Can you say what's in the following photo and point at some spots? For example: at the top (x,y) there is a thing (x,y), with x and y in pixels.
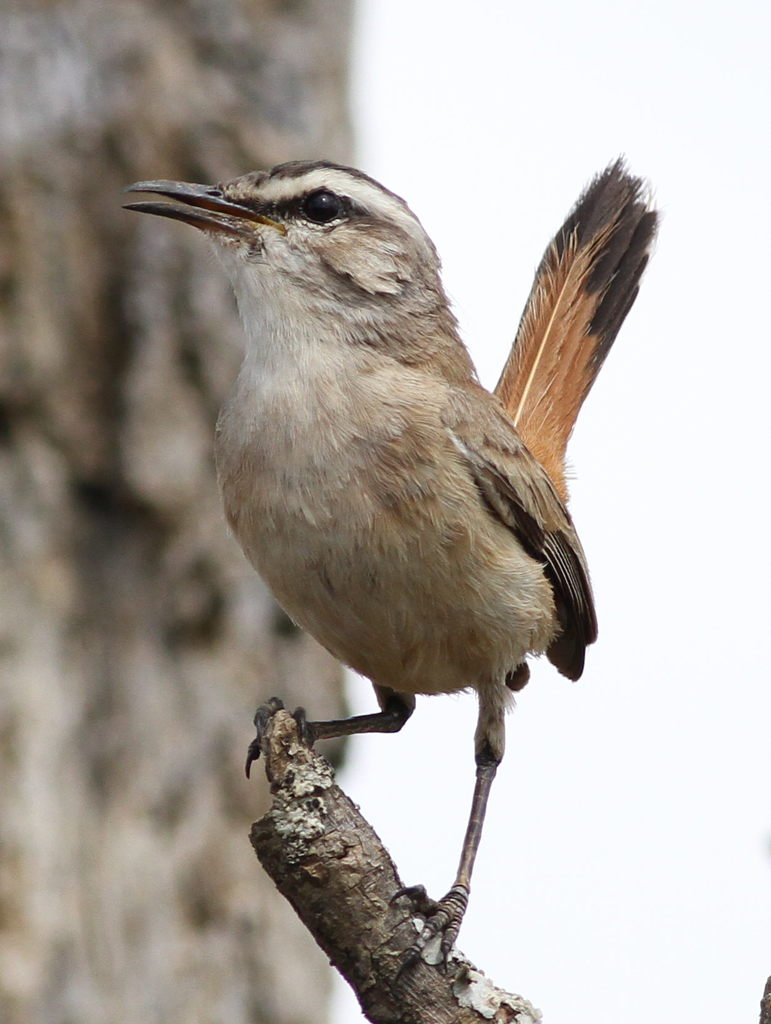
In this image there is a bird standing on the branch (362,986), and there is blur background (729,496).
